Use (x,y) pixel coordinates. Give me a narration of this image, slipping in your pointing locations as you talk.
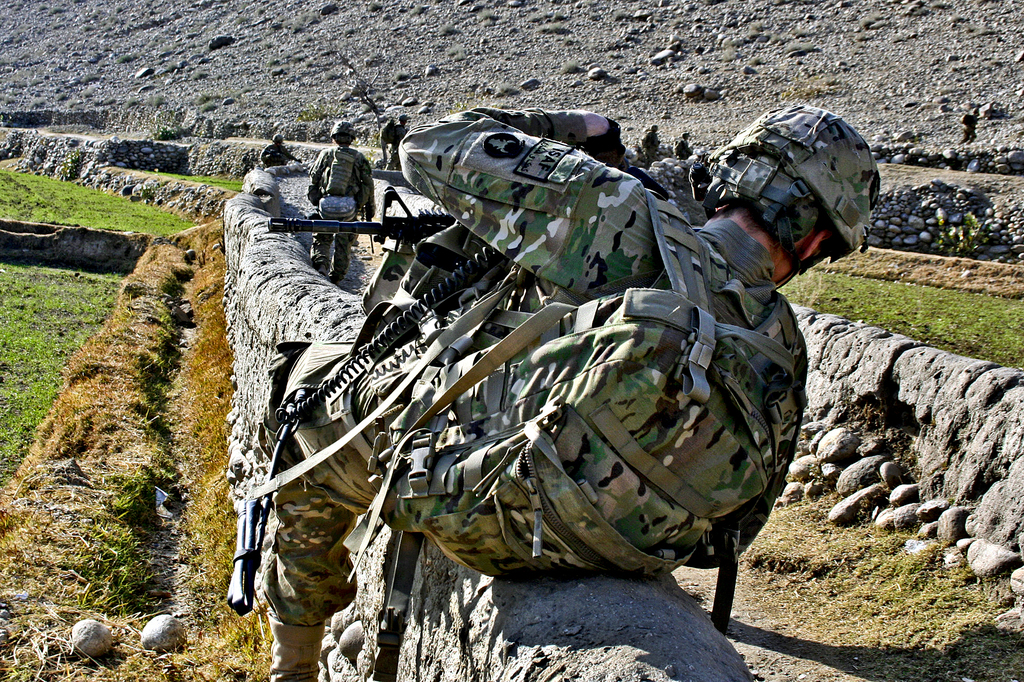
In the center of the image (590,254) there is a person (598,277) sitting on the wall (514,580). On the right side of the image (820,497) we can see wall (854,390), stones (843,483) and grass (941,304). In the background (941,304) we can see persons (314,174), stones (204,164) and grass (12,283).
